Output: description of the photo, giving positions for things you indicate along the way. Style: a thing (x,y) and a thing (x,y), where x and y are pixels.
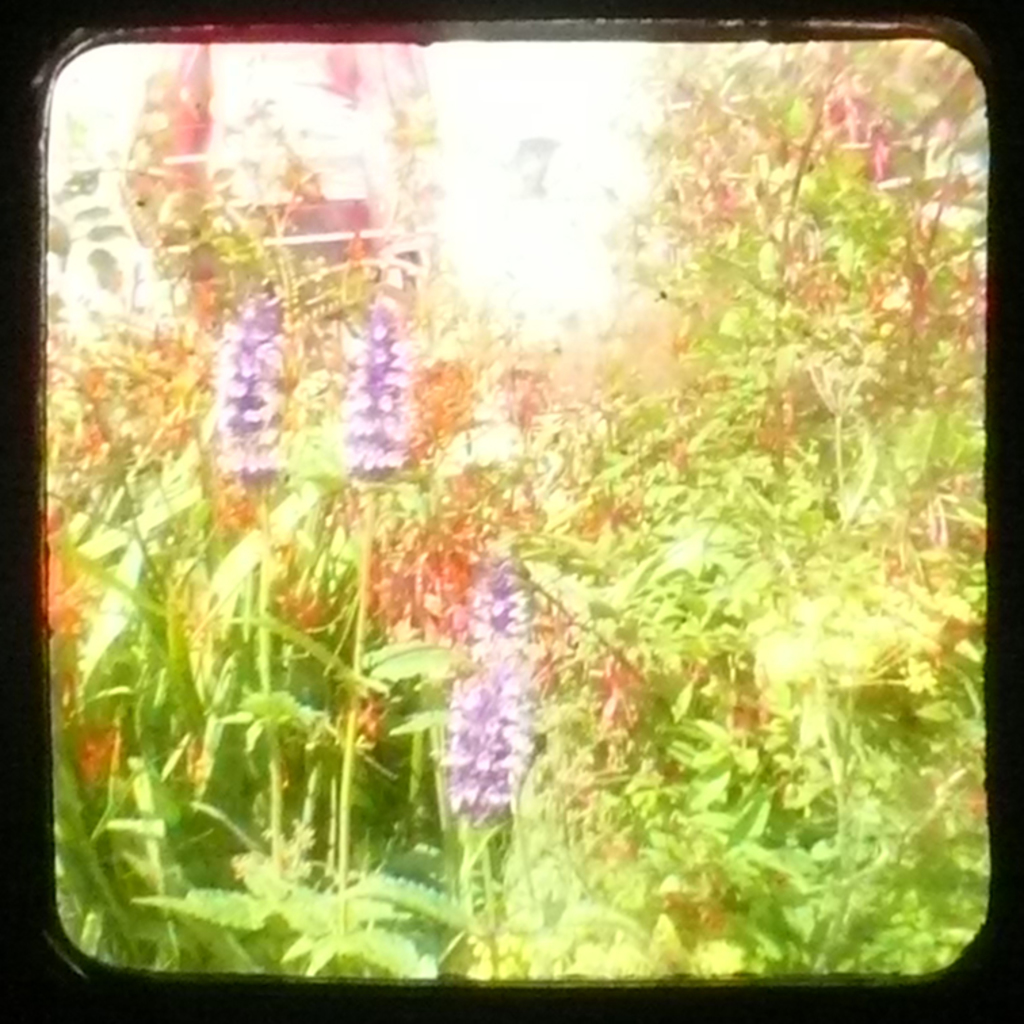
The picture consists of plants (279,459), flowers (369,327) and light (547,196). The picture has a black border (500,980).
